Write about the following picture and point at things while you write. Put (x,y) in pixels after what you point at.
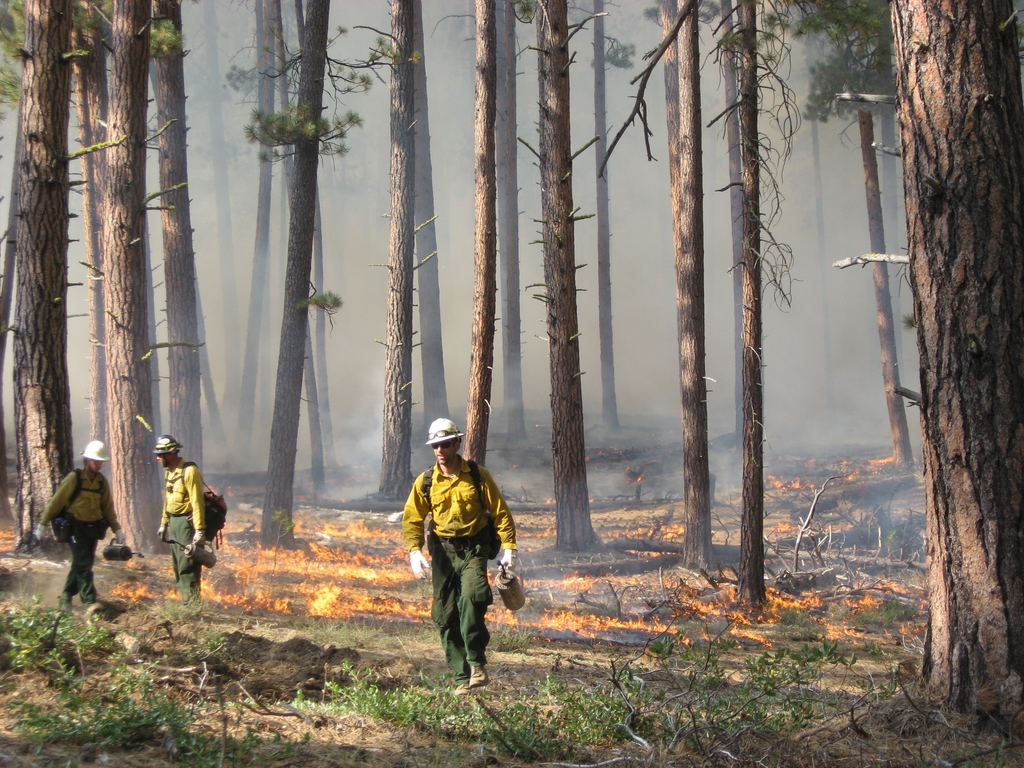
In this image there is a man (190,501) standing and holding an object (182,544), there are two men (77,536) walking and holding an object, they are wearing bags (62,518), they are wearing helmets (96,449), there are tree trunks (115,186), there is fire (392,553), there are plants (374,709) towards the bottom of the image (584,715).
